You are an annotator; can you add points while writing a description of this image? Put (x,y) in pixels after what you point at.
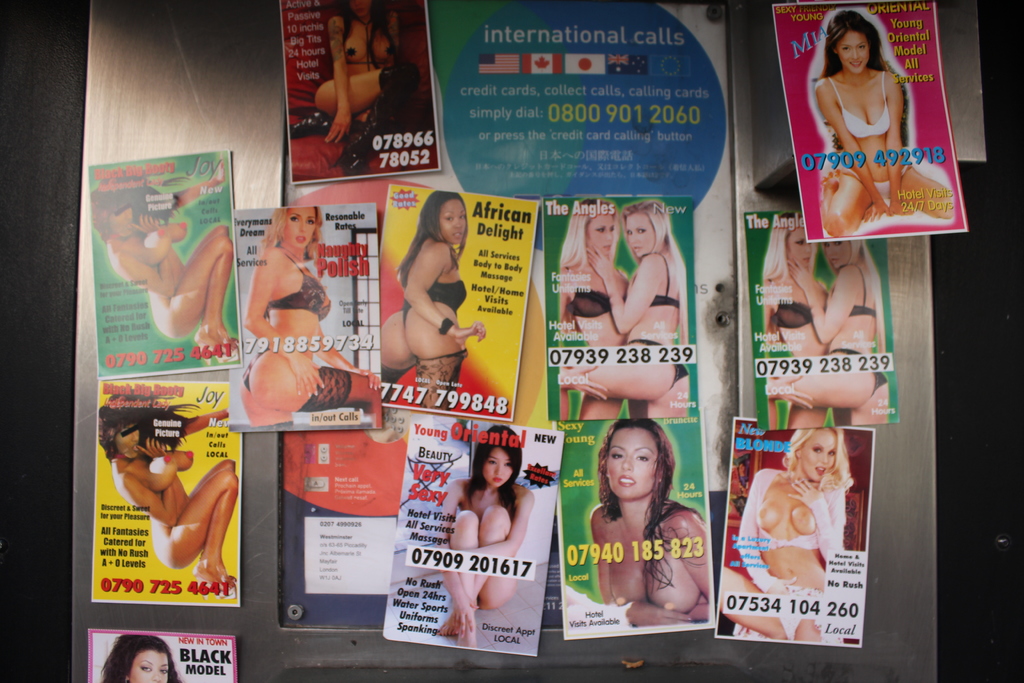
This image consists of so many cards (450,203). On that there are pictures (364,393) of women (112,416).
